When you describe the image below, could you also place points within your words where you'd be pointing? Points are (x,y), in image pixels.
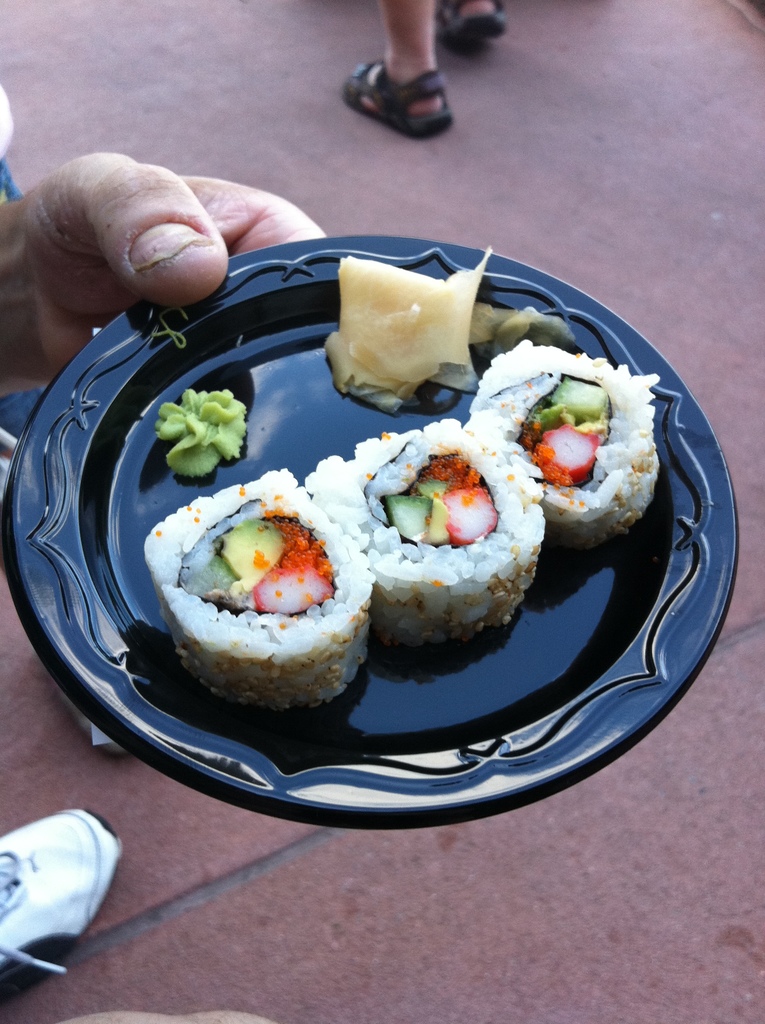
In this image we can see a person's hand (166,264) holding a plate (516,614) containing food (426,477) and we can see people's legs (406,43).
